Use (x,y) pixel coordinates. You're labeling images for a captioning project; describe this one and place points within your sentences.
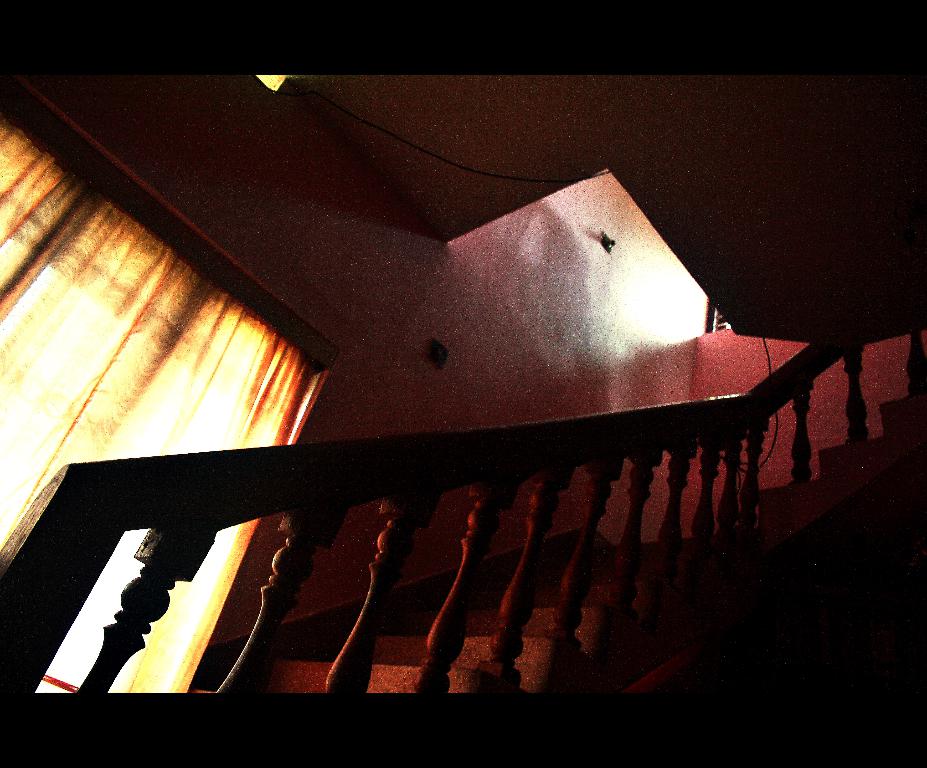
In this image there is a staircase (553,537). Left side (64,409) there is a window (156,306), which is covered with a curtain (150,372). Background there is a wall (429,257).
